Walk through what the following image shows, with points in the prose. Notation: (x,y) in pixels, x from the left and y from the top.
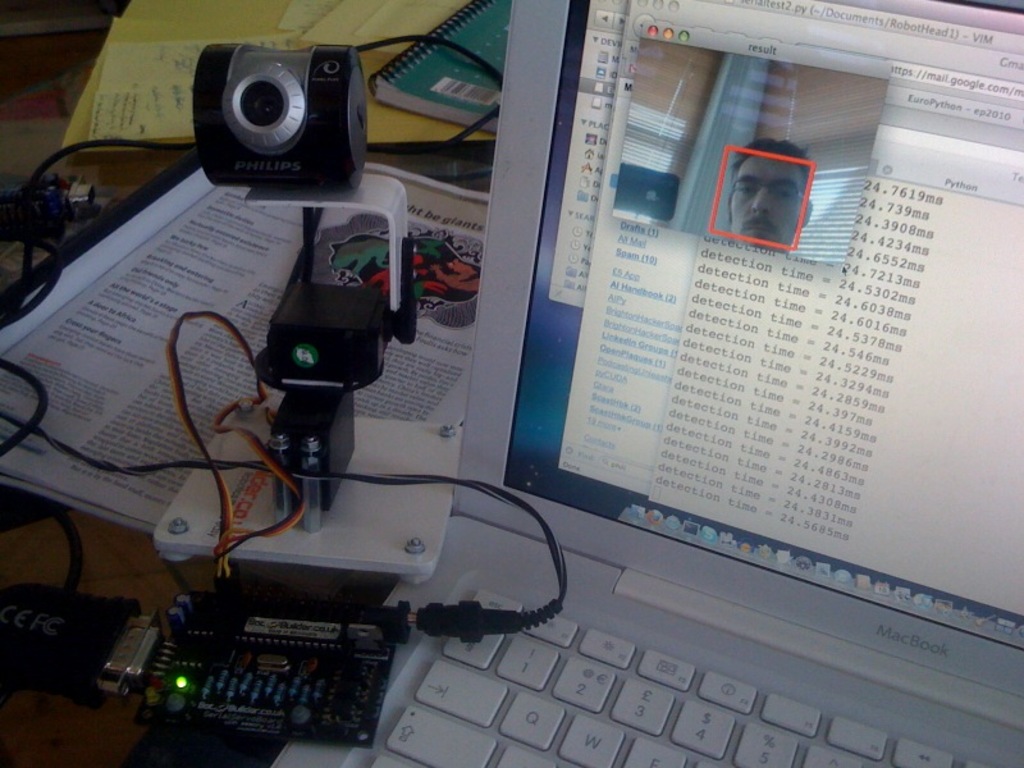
There is a macbook (471,433) in the image. There is a camera (227,60). There are books (132,502) and other objects (341,191) in the image.
